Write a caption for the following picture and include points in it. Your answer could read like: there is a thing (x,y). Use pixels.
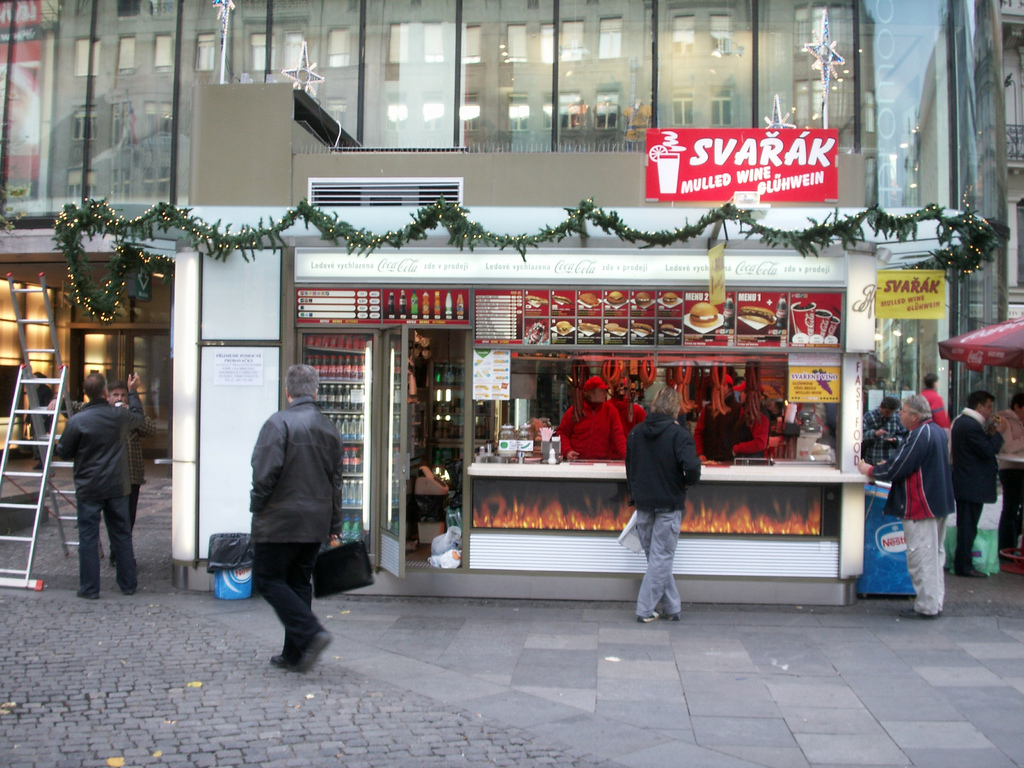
In the foreground of this image (676,535), there are persons (660,554) walking and standing on the pavement (446,732). In the middle (572,329), there is a stall (699,319) and few decorations (893,222) to it. On the right (954,350), there is an umbrella (994,336). On the left (65,383), there is a ladder (7,572). In the background (96,42), there are buildings (761,39) and on the top (824,71), there are star poles (308,71) on the stall (580,188).
